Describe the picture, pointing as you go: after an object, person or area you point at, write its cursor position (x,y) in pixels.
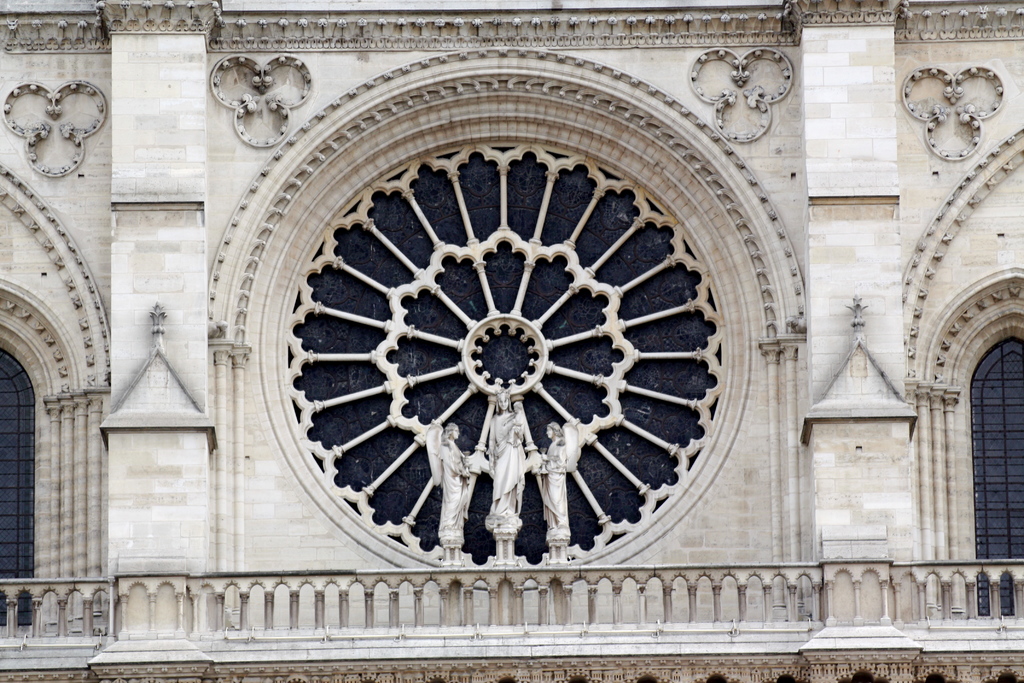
In this image we can see building (448,282) and sculptures (467,487) on it.
